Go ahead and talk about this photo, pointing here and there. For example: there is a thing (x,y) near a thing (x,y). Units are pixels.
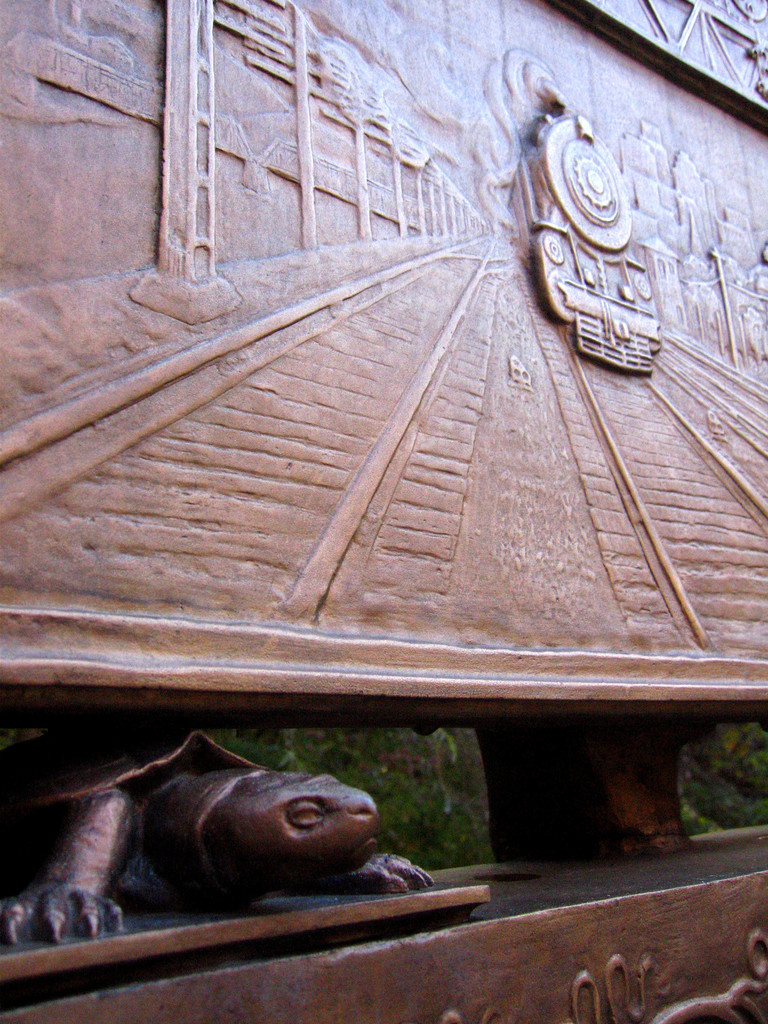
In this picture I can see there is a sculpture (172,689) and there is an image (605,272) of train (608,162), buildings (666,208) and there is a tortoise (223,889) at the below.
